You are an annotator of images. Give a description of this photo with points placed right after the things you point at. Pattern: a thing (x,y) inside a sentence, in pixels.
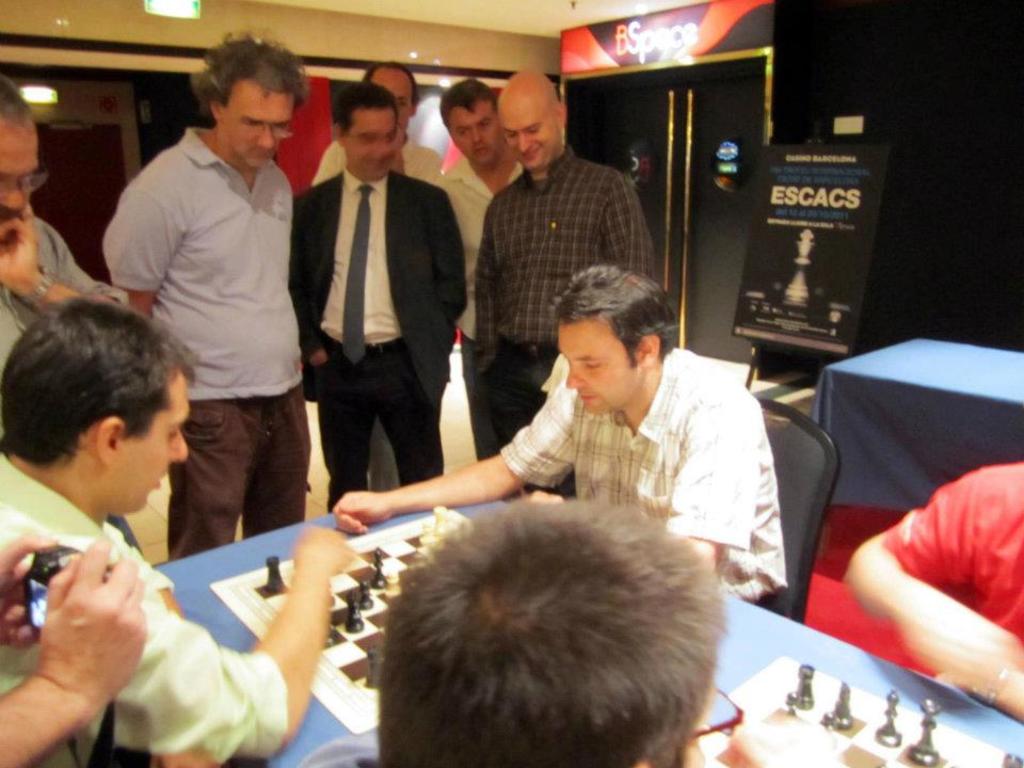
In this picture I see a table (379,606) in front on which there are chess coins (379,567) on the chess boards (407,548) and I see few people (235,723) around the table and I see a person (21,588) on the left bottom corner of this image (30,631) who is holding a camera (37,597). In the background (323,70) I see the wall (323,70) and I see the lights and I see a board (843,179) on the right side of this image (802,231) on which something is written.
